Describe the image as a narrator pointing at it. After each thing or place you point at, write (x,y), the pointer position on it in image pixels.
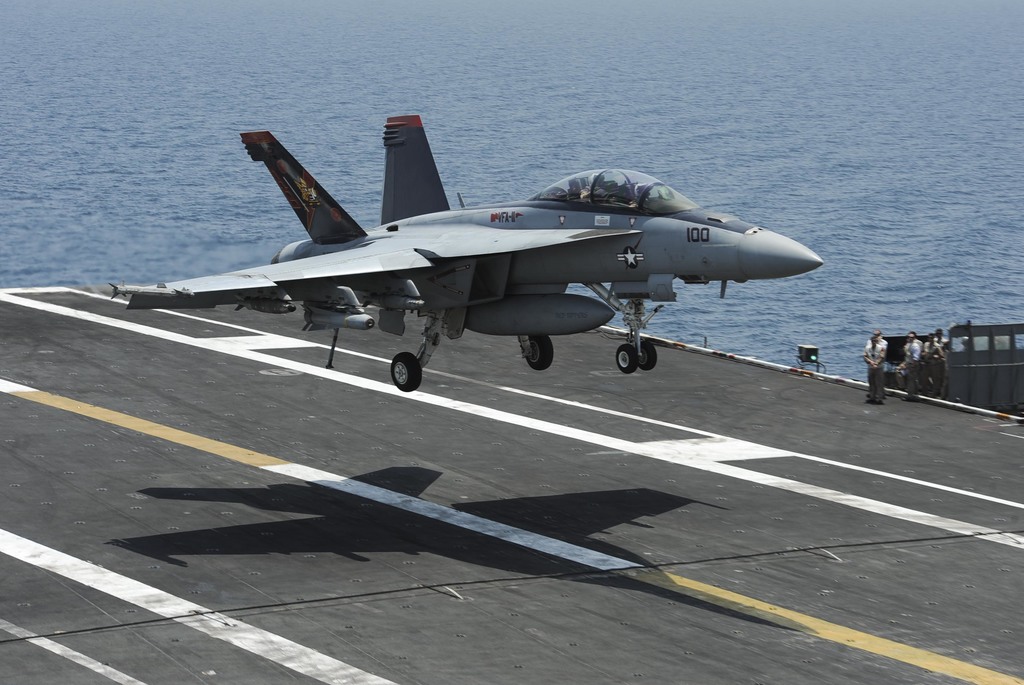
In this picture there is an air craft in the center of the image (491,290) and there are people (908,360) those who are standing on the right side of the image (919,391), there is water (543,153) in the background area of the image (575,147).
